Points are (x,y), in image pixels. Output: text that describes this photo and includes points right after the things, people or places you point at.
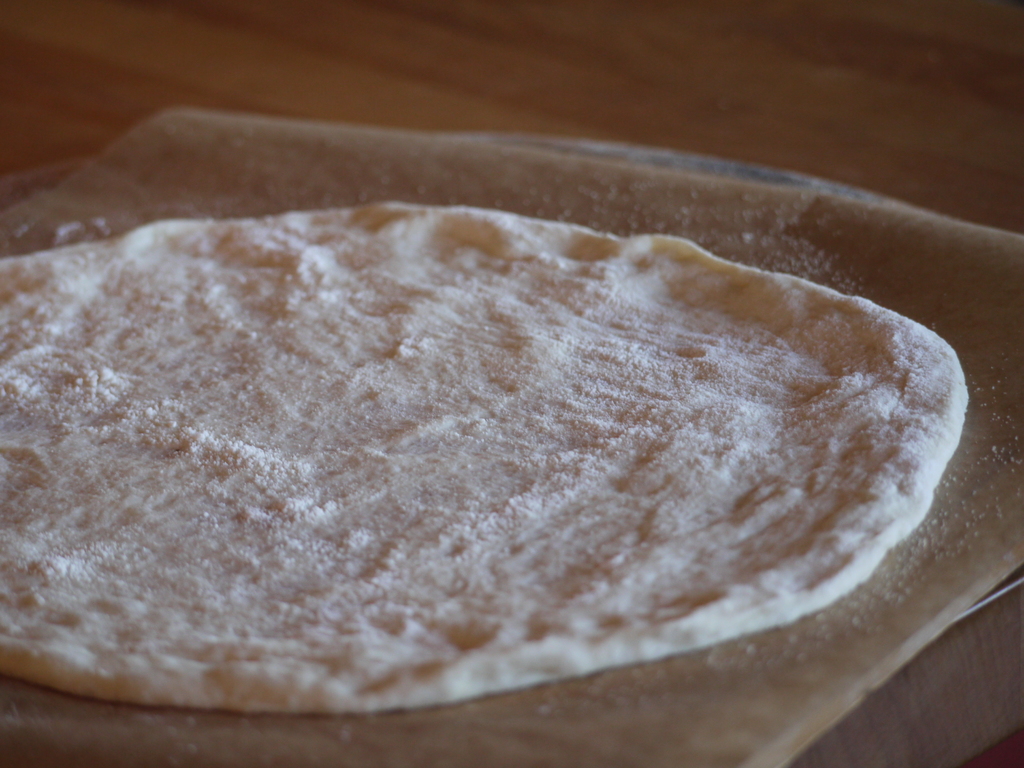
In this picture, we can see food item (504,309) made with flour (605,289) is kept on an object (585,204), we can see the background (357,81).
